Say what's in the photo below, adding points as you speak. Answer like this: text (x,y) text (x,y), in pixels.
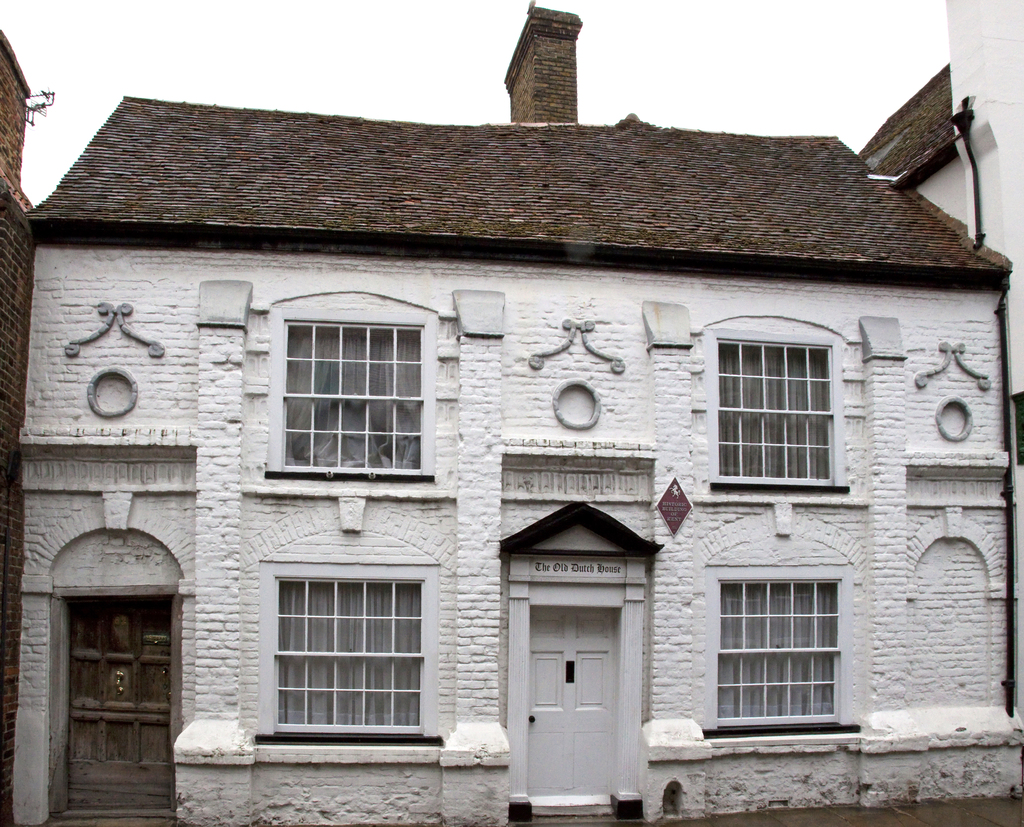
In this picture we can see white color house (554,599). On the top (420,190) there is a brown color roofing tile (557,180) and a chimney (522,63) on the roof (553,127).
